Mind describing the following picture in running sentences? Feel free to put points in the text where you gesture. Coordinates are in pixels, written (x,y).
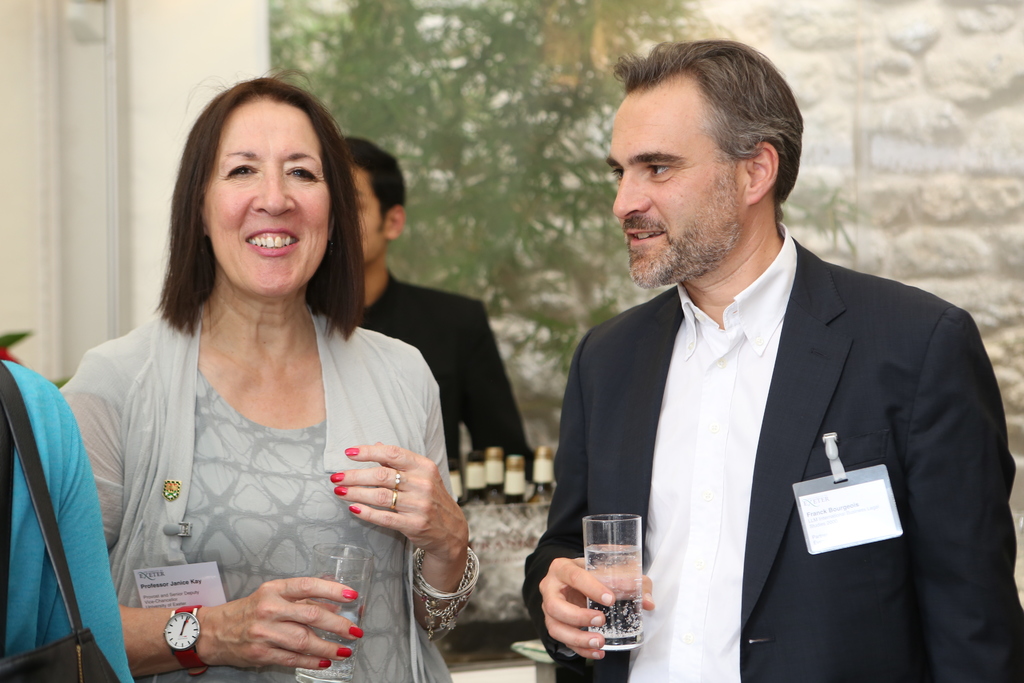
In this image, we can see a woman (326,534) and man (737,642) are smiling and holding glasses (338,580) with liquid (618,605). In the background (426,321), we can see a person (433,310), bottles (539,461), board (539,81) and wall (240,62). On the left side of the image (24,608), we can see a cloth (97,614) and bag (69,643).
